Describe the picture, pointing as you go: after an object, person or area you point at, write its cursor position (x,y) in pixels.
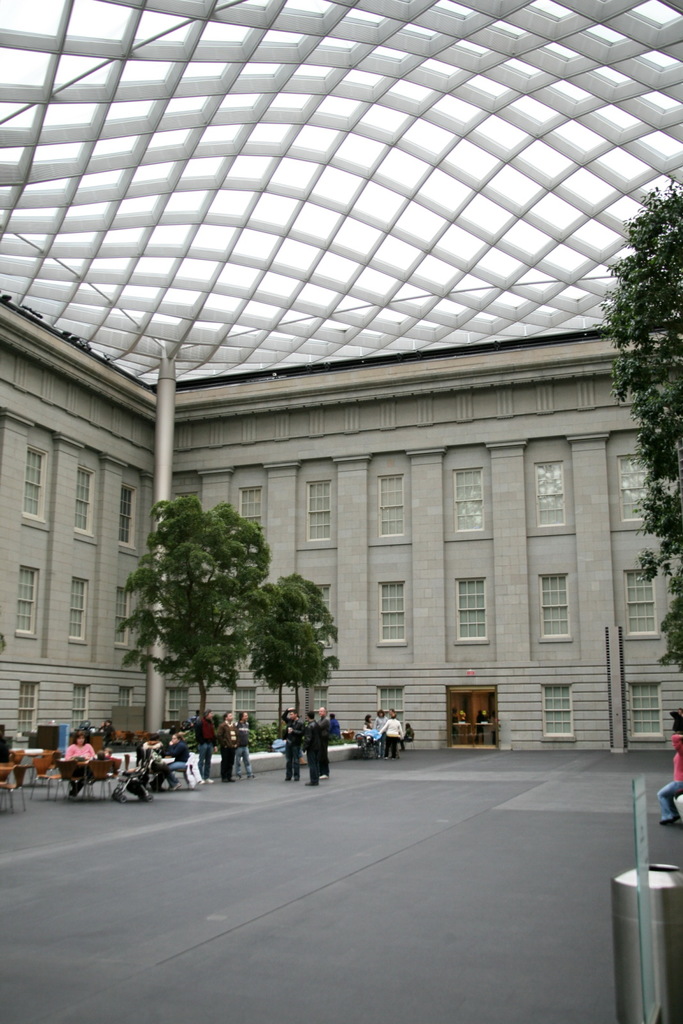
In this image we can see a building (332,589) with windows (475,595), pillars (162,433) and a roof (232,266). We can also see a group of people (224,745) on the floor (358,801). In that some are sitting on the chairs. On the right side (616,1015) we can see a container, a person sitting and some trees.
